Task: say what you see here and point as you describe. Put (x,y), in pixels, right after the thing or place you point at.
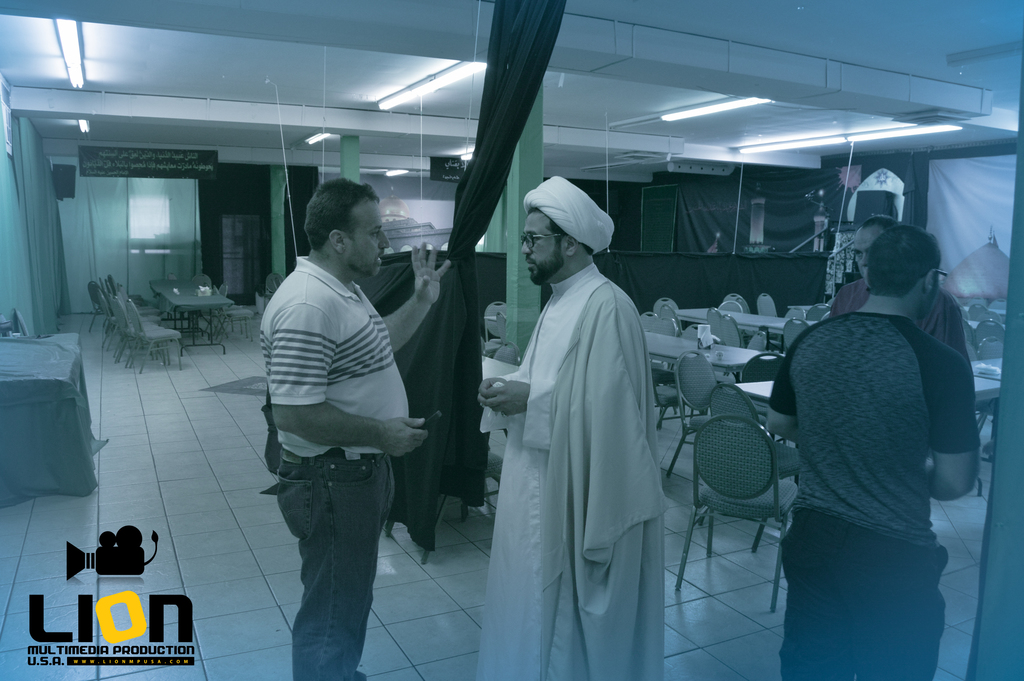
In this picture, we can see a few people (876,392), we can see the ground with some objects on it like tables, chairs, and we can see the wall (629,229) with posters (657,226) and some objects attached to it, we can see curtains (158,271), and the roof (443,64) with lights (475,65), some objects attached to it.
